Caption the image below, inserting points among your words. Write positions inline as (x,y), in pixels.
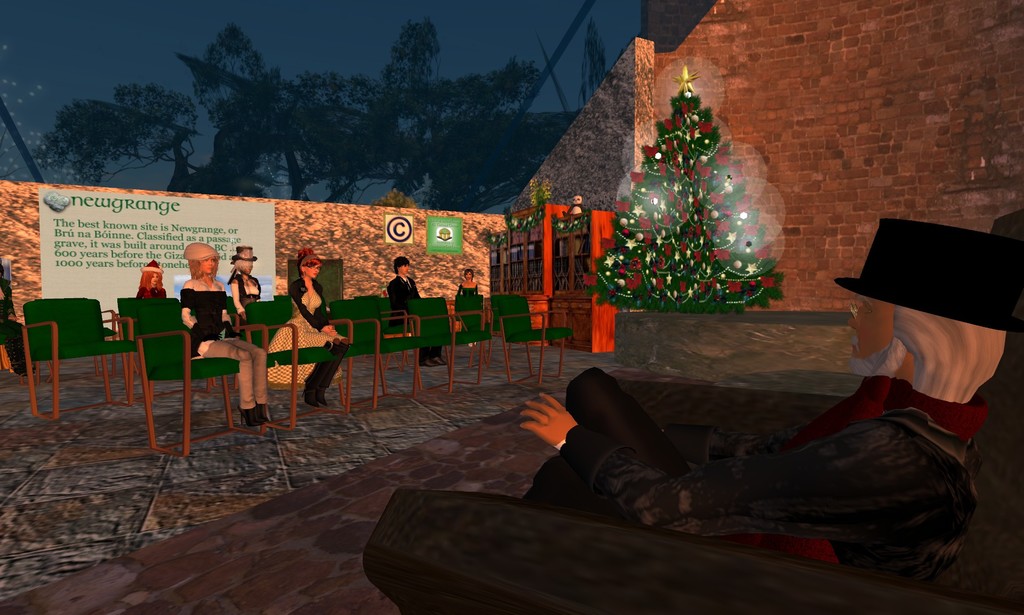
This is an animated picture. Here, we see the old man (795,488) who is wearing a black dress (810,501) and black hat (888,267) is sitting on the chair (471,581). In front of him, we see people (255,283) sitting on the chairs (314,360). Behind them, there is a board (162,255) with some text (97,233) written on it. In the middle of the picture (636,221), we see a Christmas tree (637,246). Behind that, there is a wall (783,130) which is made up of red colored bricks (768,133). There are trees (393,90) in the background (360,154).
